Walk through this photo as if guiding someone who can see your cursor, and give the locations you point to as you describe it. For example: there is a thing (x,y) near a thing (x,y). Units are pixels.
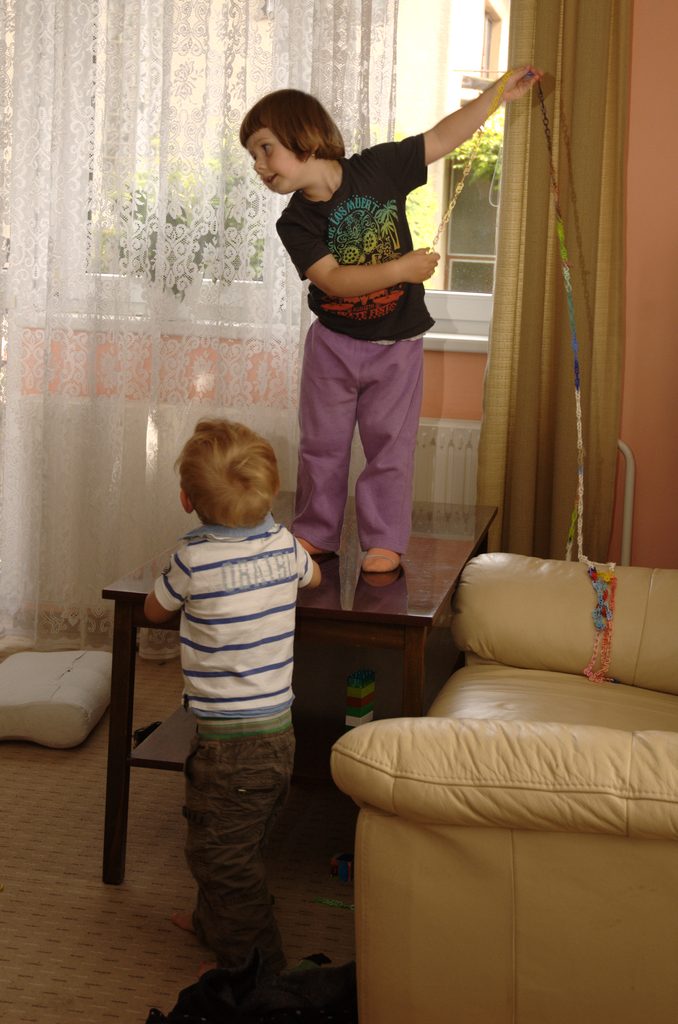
As we can see in the image there is a window (438,31), curtain (104,227), sofa (510,897) and two people (339,486).
